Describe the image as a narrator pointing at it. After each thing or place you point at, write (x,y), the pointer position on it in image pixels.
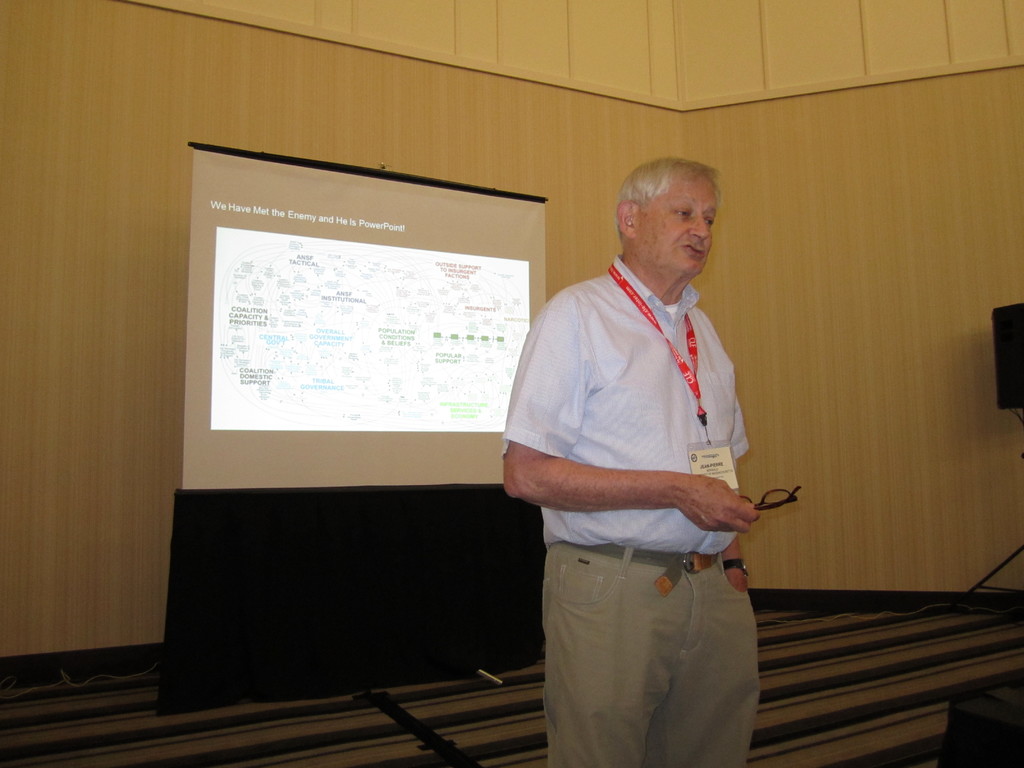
In this picture we can observe a person (626,459) wearing a shirt (595,375) and a red color tag (650,316) in his neck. He is holding spectacles (778,497) in his hand (724,504). Behind him we can observe a projector display screen (319,387). In the background (72,355) there is a cream color wall (483,119). On the right side (1019,344) we can observe a speaker (1002,369).
